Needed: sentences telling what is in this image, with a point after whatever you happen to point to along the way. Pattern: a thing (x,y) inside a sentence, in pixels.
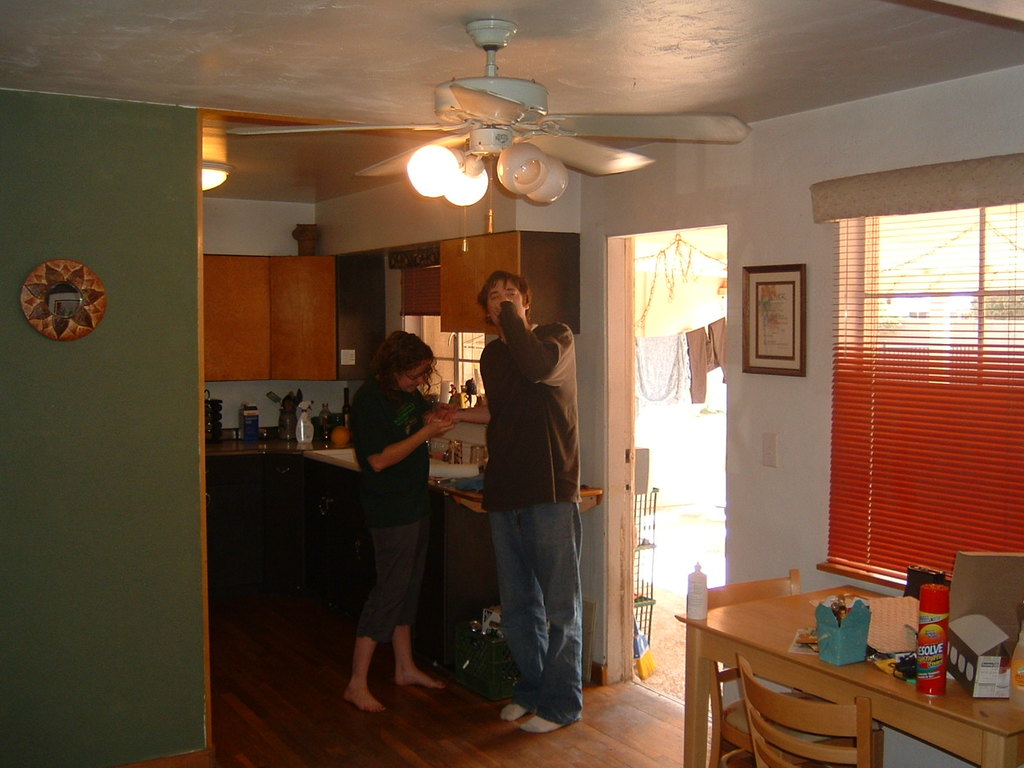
In this picture I can see a man (470,412) and a woman (392,435) standing, woman (389,449) holding man's hand (451,407) and I can see a ceiling fan (488,182) and lights (498,158) to it and a table (800,594) and couple of bottles (920,664) and a pen stand (835,619) and boxes (967,646) on the table (1003,706) and couple of chairs (814,749) and I can see a photo frame (783,336) on the wall (804,395) and a light (219,169) to the ceiling (256,188) and few vessels (308,429) on the counter top (443,487) and I can see a wash basin (463,468) and few cupboards (285,309) and I can see few clothes (696,392) and blinds (875,362) to the window (879,326) and a broom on the side.
